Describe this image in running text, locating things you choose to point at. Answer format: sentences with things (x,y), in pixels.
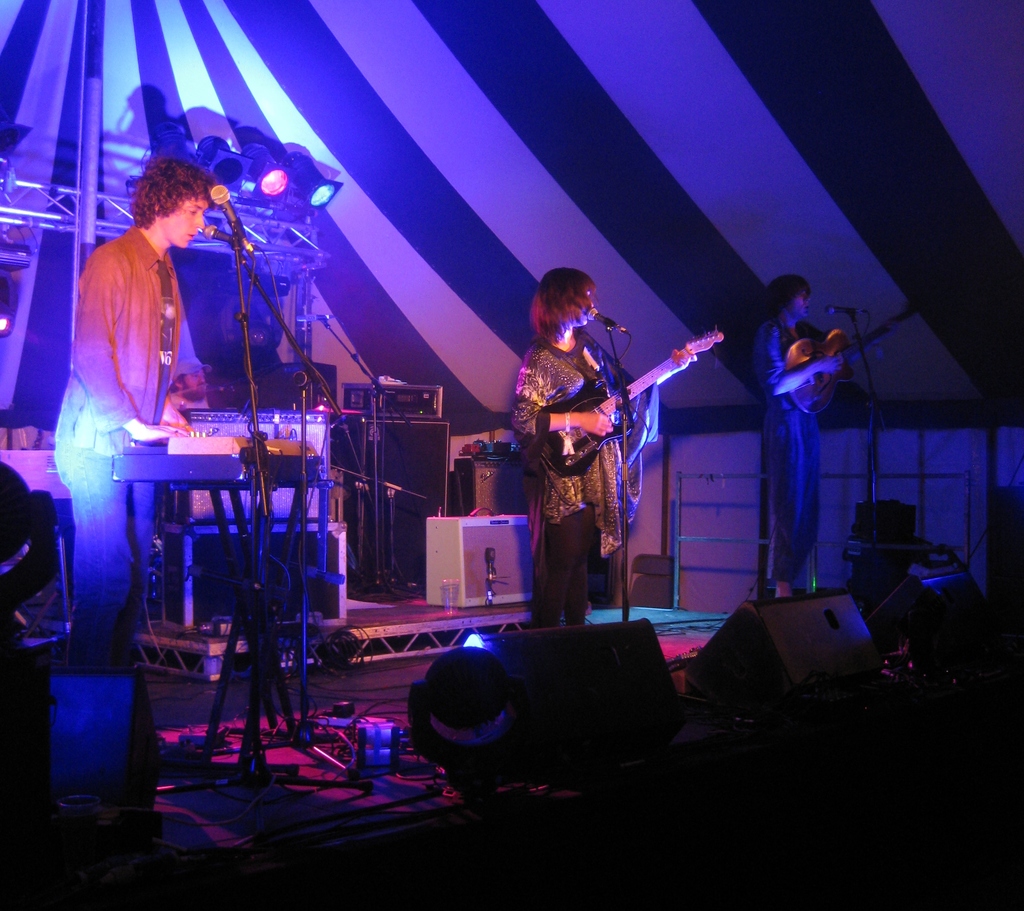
This image is clicked in a musical concert. There are speakers (510,571) in the middle (497,560). There are three persons (89,412) in the middle (540,585). One is playing keyboard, other two are playing guitar (568,405). There are mikes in front of them. There are lights (278,168) at the top left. There is a tent (472,95).
